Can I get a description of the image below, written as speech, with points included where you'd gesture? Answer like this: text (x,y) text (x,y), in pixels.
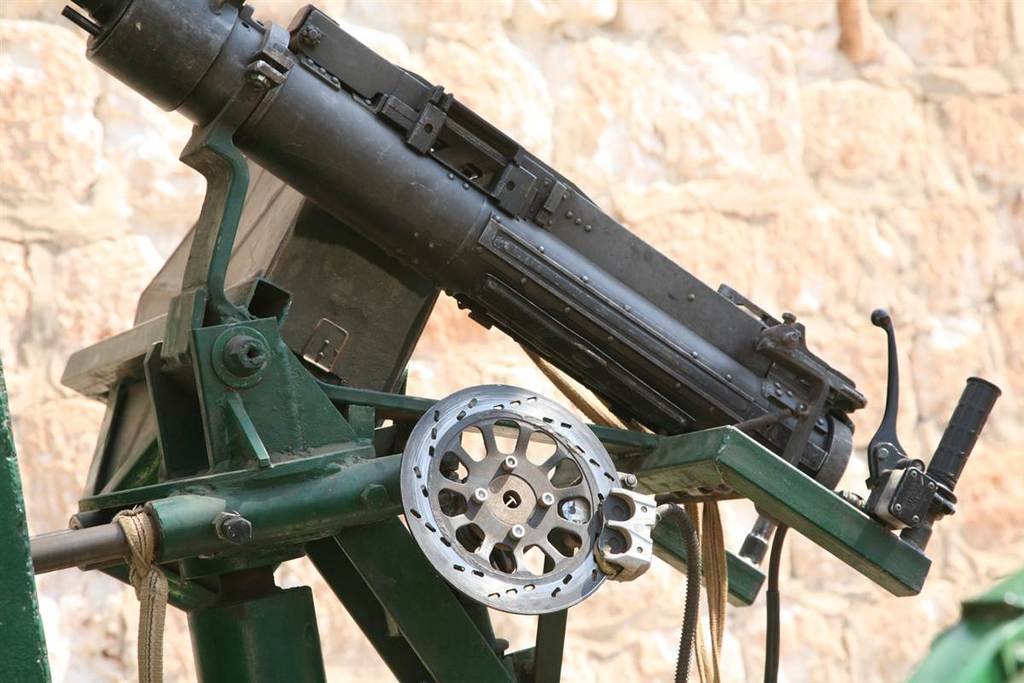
In this picture I can see the machine gun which is kept on the steel stand (287,511). On the right (906,513) I can see the handle (952,490). At the bottom (713,641) I can see some ropes (717,639) and cables (774,636). In the back (827,236) there is a wall (795,215).
